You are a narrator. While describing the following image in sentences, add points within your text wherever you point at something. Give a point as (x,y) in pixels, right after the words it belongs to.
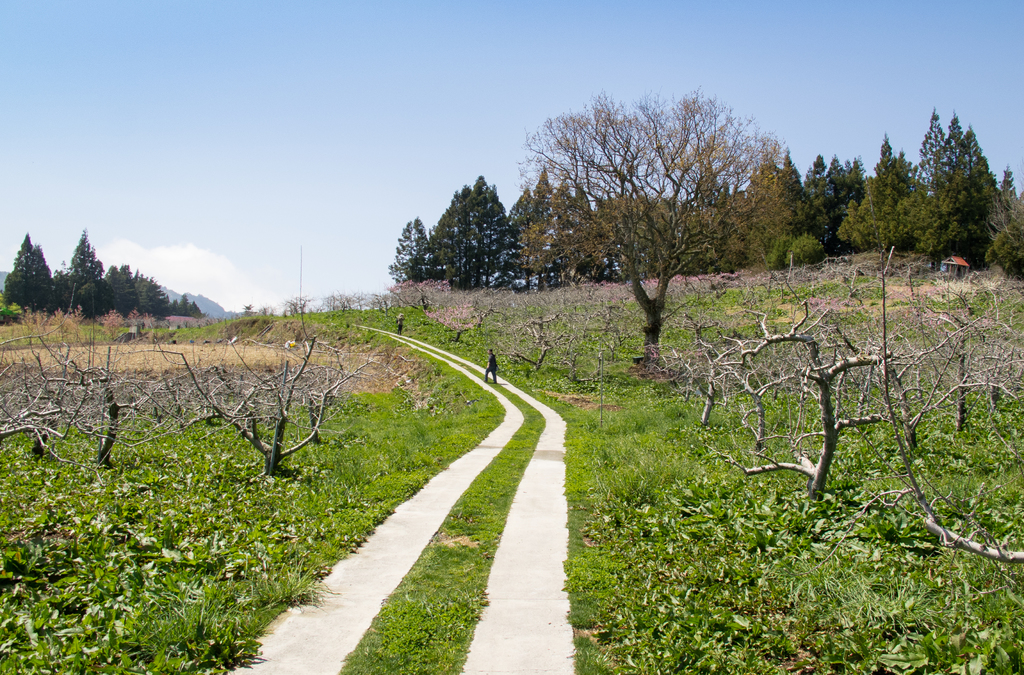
In this image we can see two path way (498,659). To the both sides of the image trees (68,289) and dry trees (872,421) are there on the grassy land (634,533). At the top of the image (329,48) sky (326,45) is there.
